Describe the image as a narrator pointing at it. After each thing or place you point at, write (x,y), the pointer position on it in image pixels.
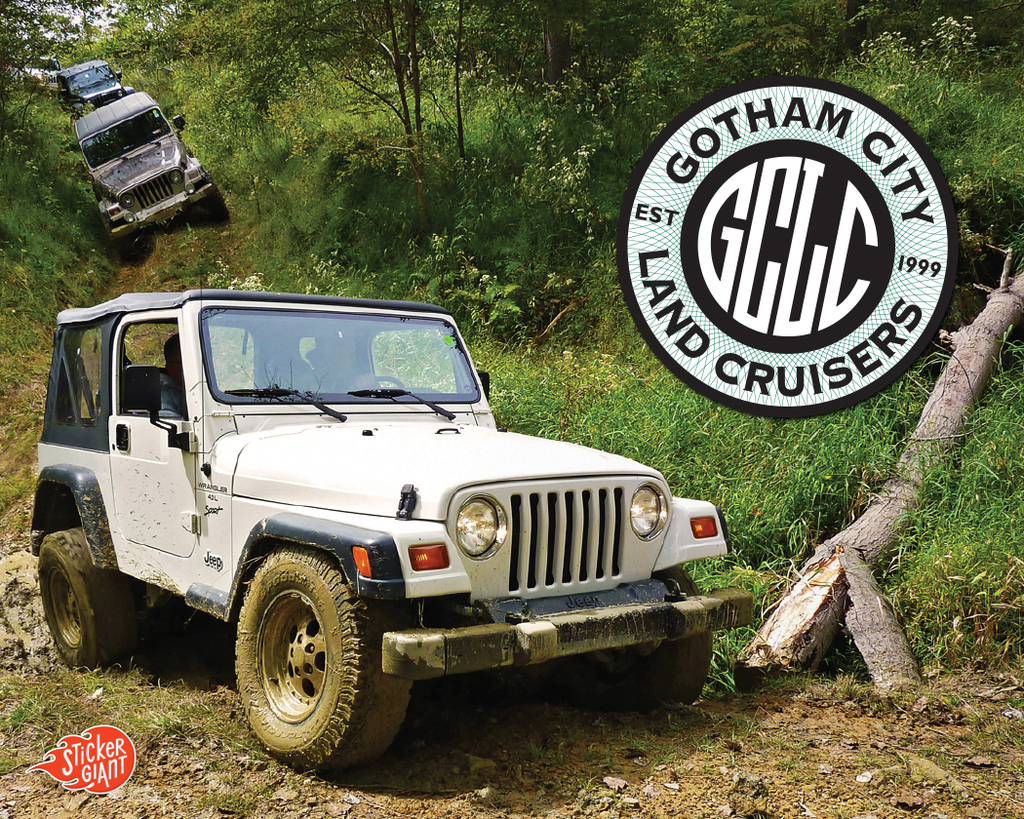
In this image I can see few vehicles (327,328) in different color. Back I can see few trees (415,129), green grass (834,436) and stamp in front.
